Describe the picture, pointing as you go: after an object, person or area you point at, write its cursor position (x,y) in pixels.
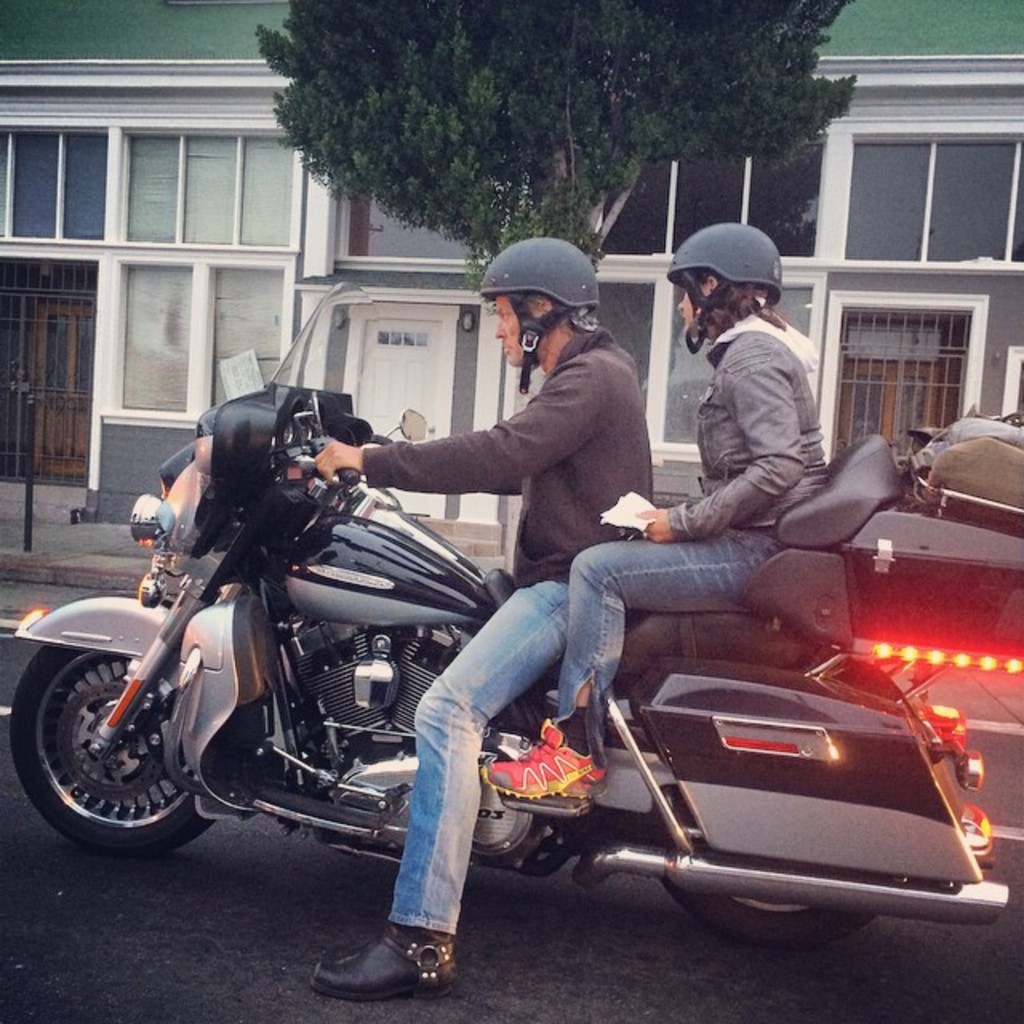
There are two persons (558,532) riding on a bike (683,619). In the background (748,140) there is a building (689,208) and tree (730,135).
